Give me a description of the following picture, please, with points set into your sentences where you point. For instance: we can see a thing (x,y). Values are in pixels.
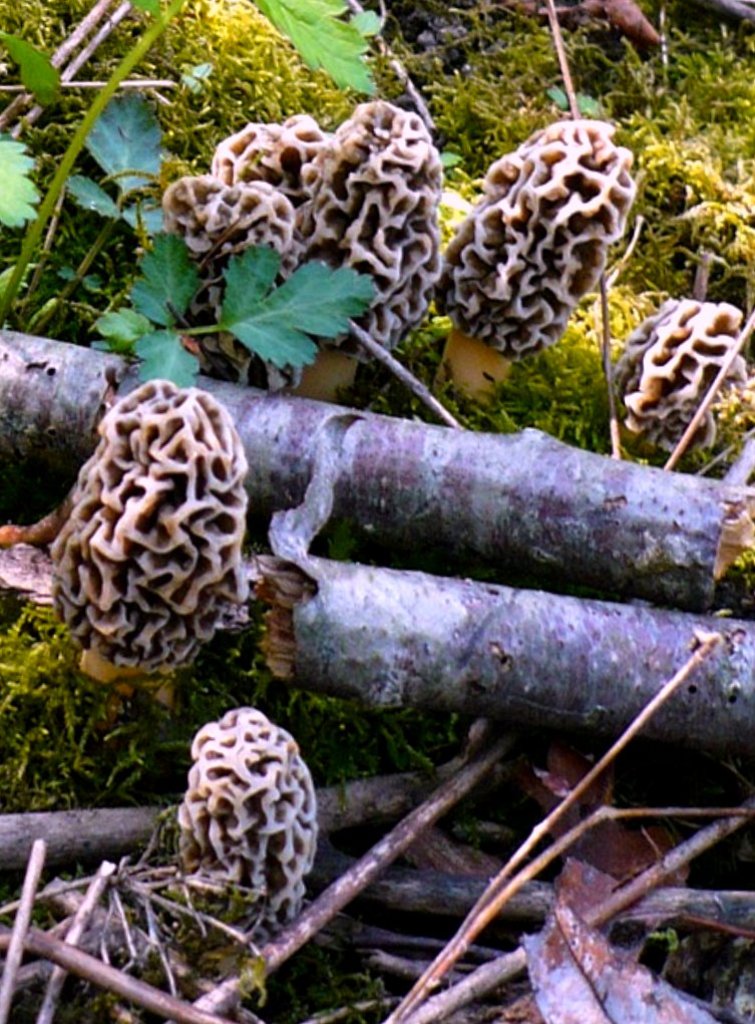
As we can see in the image there is a tree stem (464,674), grass (699,177) and plants (159,268).
